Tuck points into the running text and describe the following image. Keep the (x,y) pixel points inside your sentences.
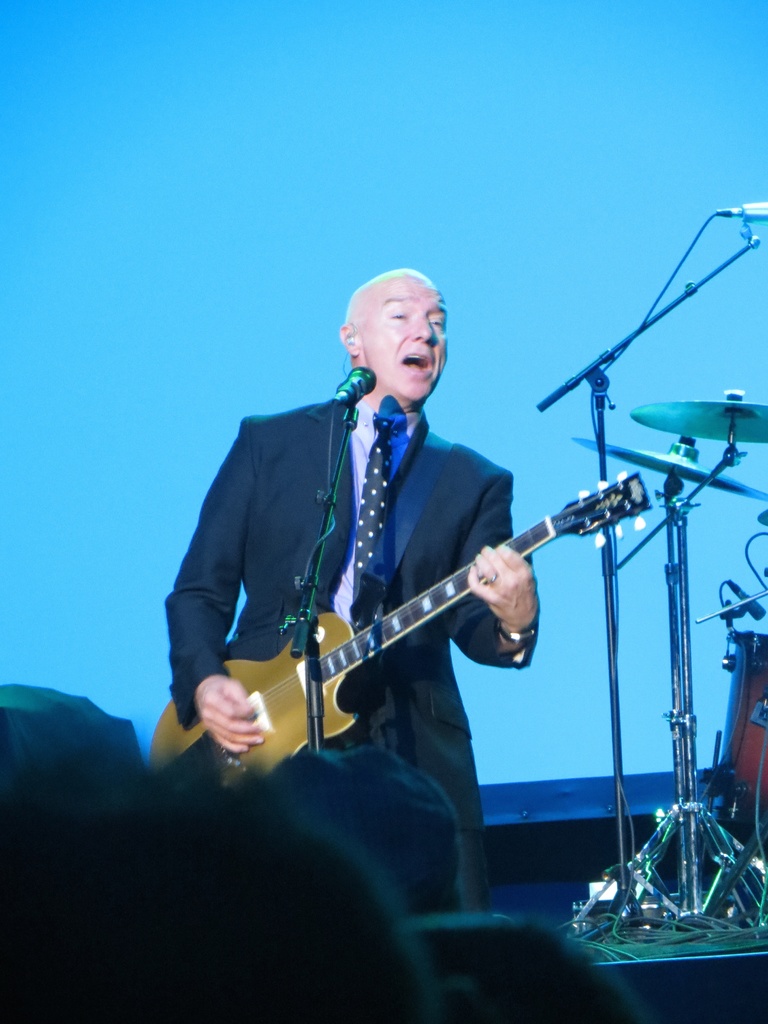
In this there is a person (347,581) in the background (373,583) standing and holding a musical instrument (370,630) and singing. On the right side (687,643) there are musical instruments (683,658) and in front of the person (350,472) there is a mic (311,578) and in the front (236,928) there are objects (296,921) which are black in colour.
